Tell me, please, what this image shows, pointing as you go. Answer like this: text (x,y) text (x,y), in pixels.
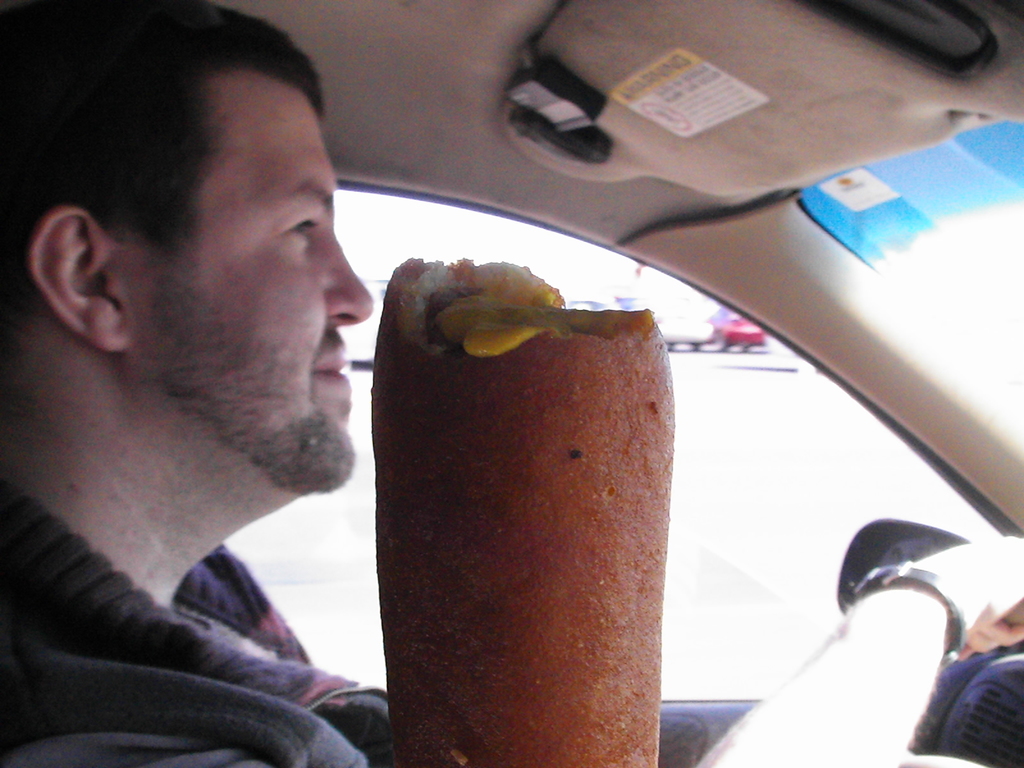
In this image I can see a person (96,312) sitting in the car (552,212), in front (546,356) I can see food (530,356) which is in brown color. Background (707,336) I can see few other vehicles (720,311).
